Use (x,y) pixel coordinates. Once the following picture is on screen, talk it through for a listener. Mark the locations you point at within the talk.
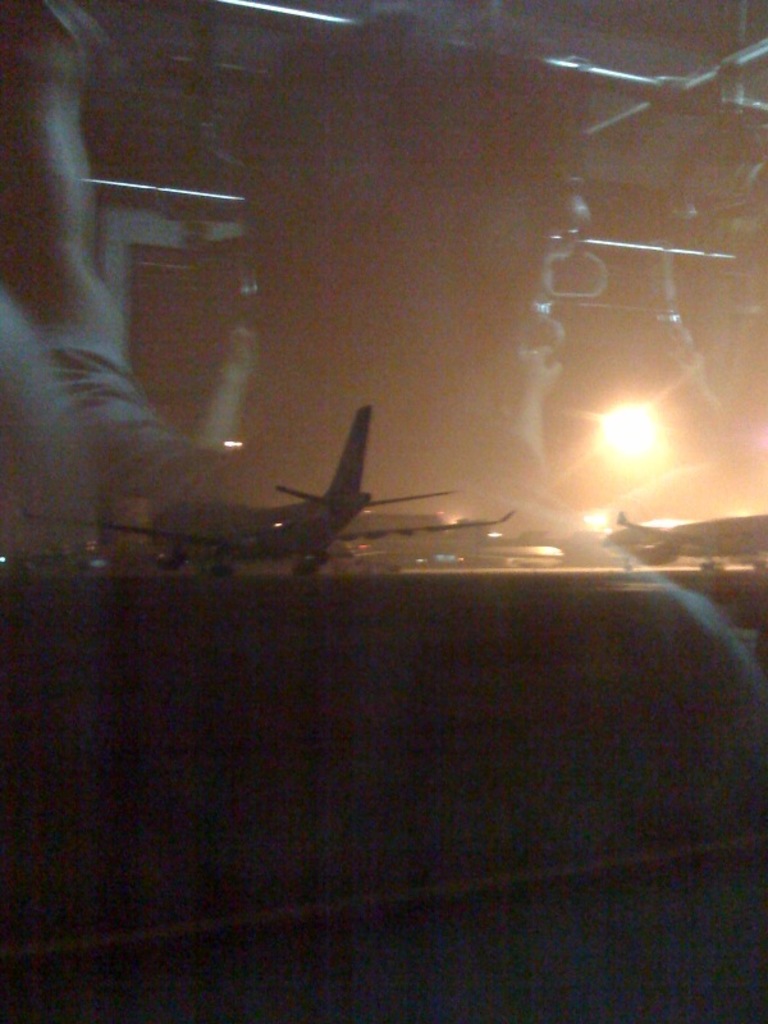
In this picture we can see reflection (140,471) of persons (123,465) on the glass (423,827). From the glass (428,691) we can see an aeroplane (468,524) and this is light (634,416).
